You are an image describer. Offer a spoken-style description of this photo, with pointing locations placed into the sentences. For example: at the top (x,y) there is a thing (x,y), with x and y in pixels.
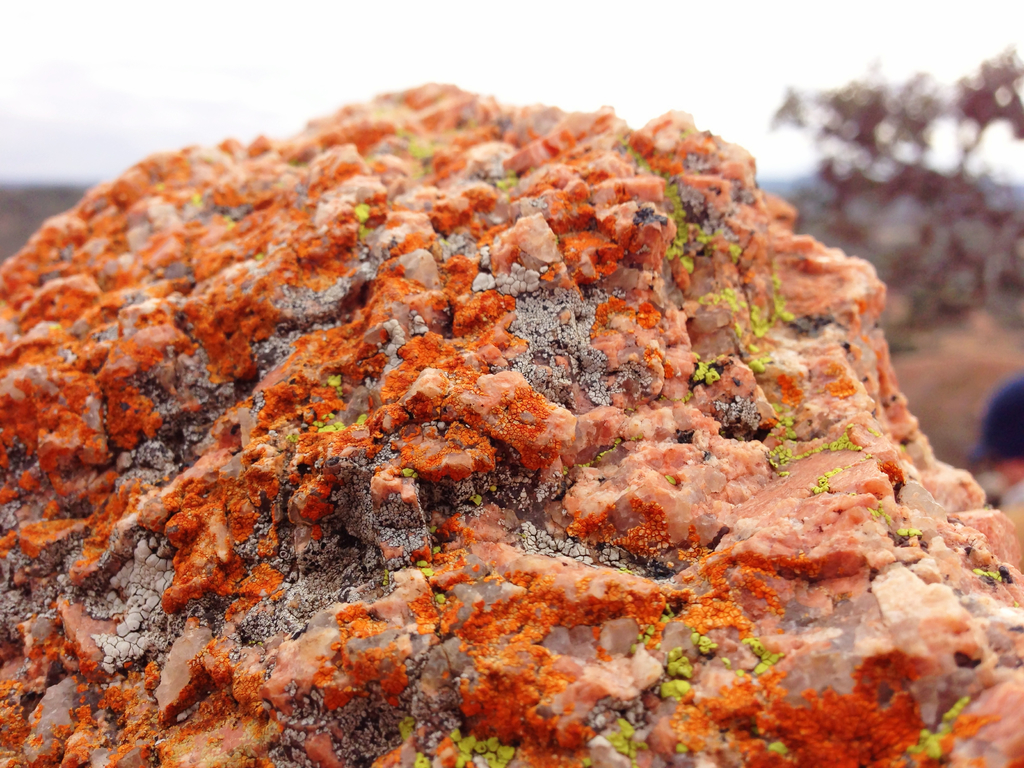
In this picture I can see a rock (407,437) and I can see a cloudy sky (549,99). looks like a tree (901,187) on the right side (843,213).
